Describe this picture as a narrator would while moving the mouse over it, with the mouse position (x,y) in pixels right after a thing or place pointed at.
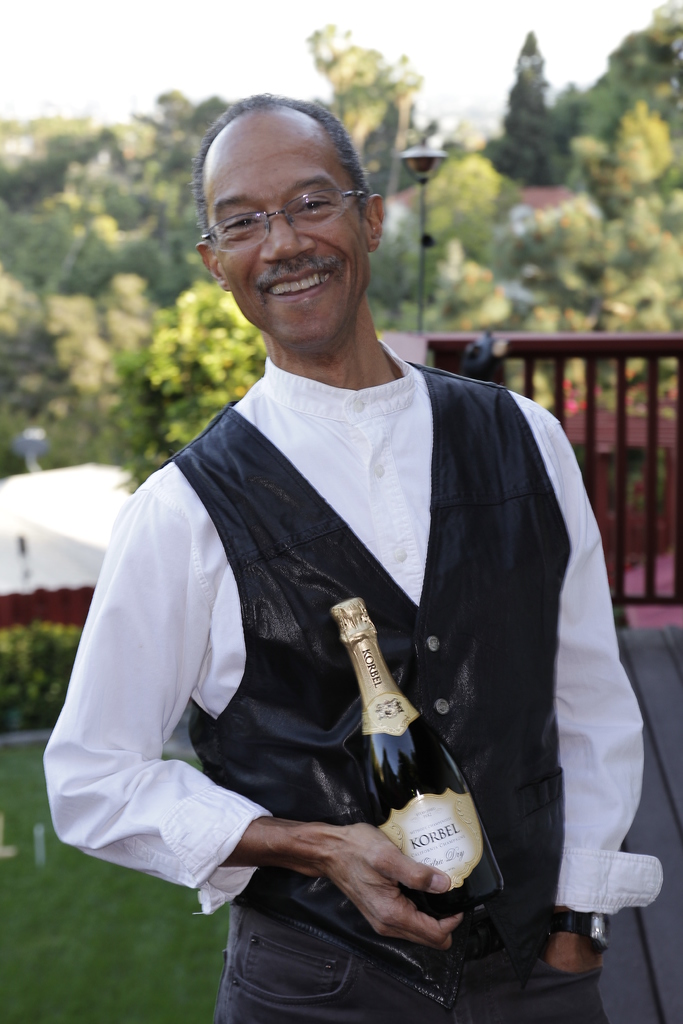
In the center of the image (370,515) there is a man (610,639) standing and holding a bottle (416,812) in his hand (424,882). He is wearing a jacket (444,544). In the background (497,322) there is a fence (492,344), light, trees (171,237) and a sky (195,72).
